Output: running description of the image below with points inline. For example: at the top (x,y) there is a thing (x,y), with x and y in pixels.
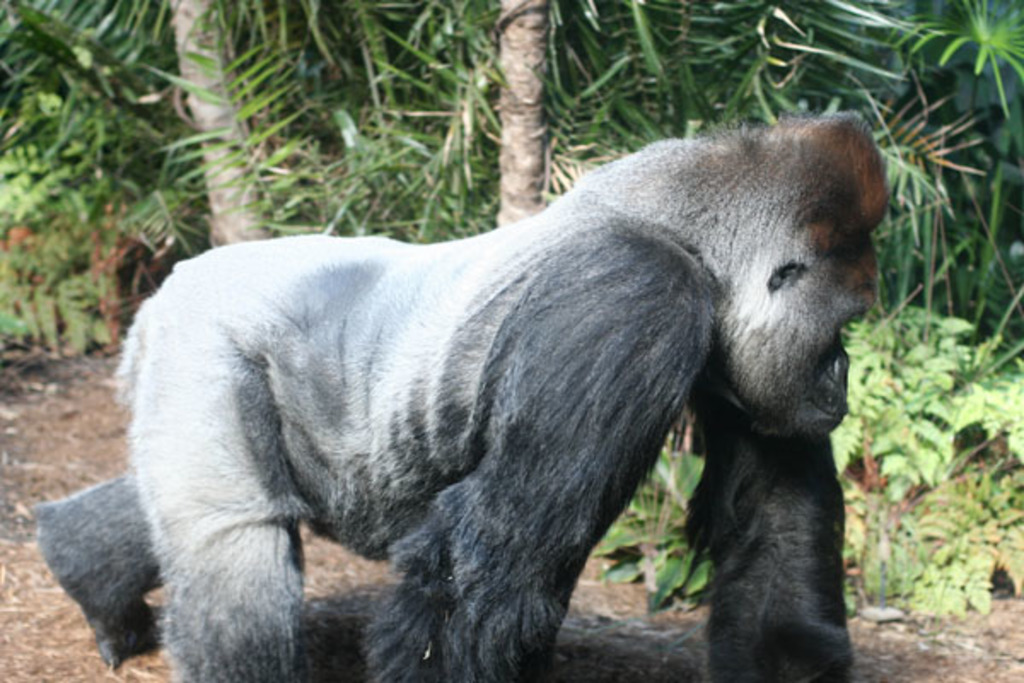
In this picture we can see a gorilla (445,486) walking on the land (636,639), side we can see some trees (543,183) and plants (882,248).
